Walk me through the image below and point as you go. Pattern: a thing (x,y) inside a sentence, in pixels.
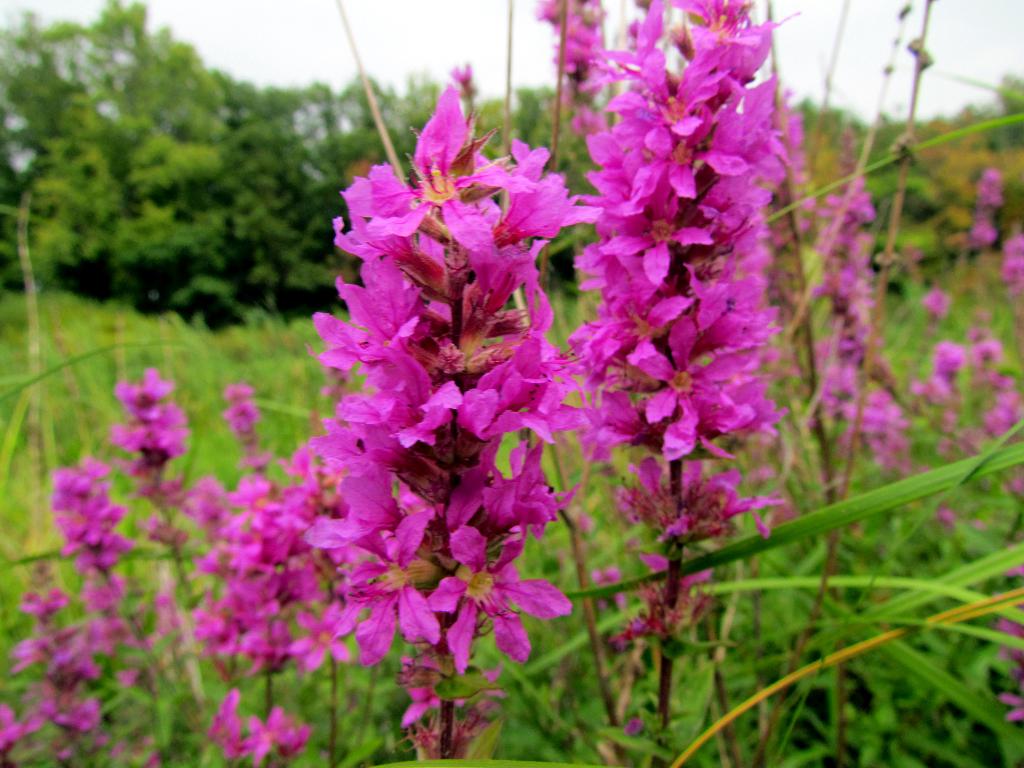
Here in this picture we can see flowers (456,504) present on plants (424,550) and we can see the ground (274,454) is fully covered with grass (279,388) and plants (120,430) and trees (317,202) and we can see the sky (402,8) is cloudy.
